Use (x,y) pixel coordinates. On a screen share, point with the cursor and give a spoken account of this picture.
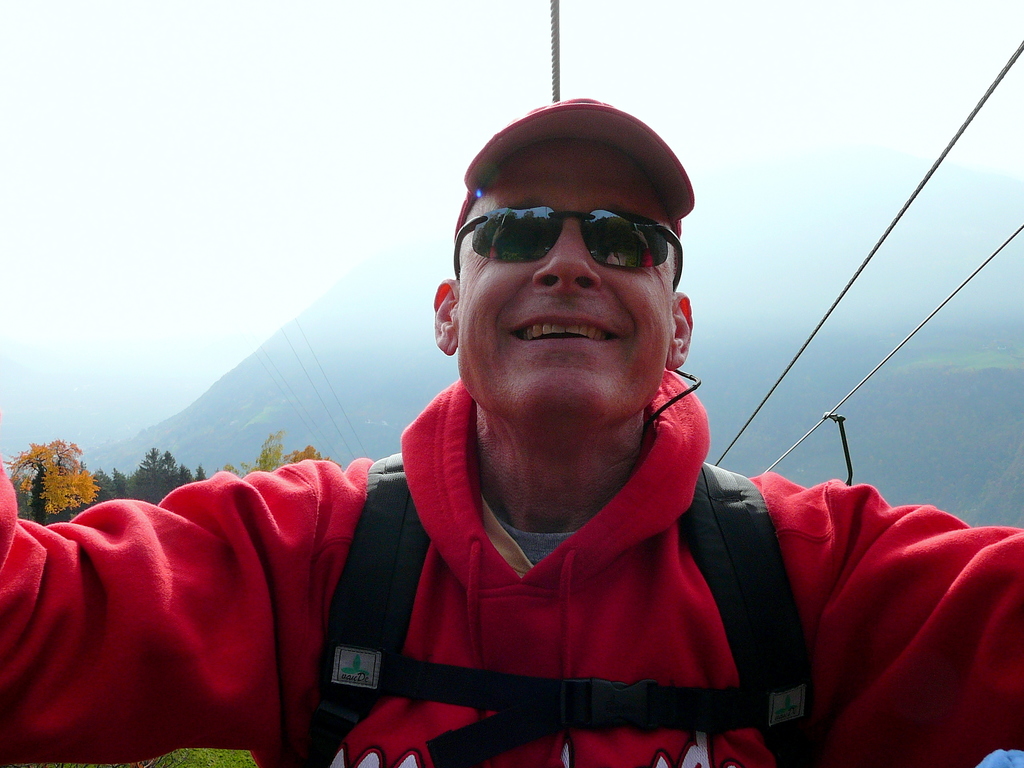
In this image we can see a person (497,538). Behind the person (430,517) we can see trees (47,483), mountains (729,350) and ropes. At the top (561,94) we can see the sky (561,94).
